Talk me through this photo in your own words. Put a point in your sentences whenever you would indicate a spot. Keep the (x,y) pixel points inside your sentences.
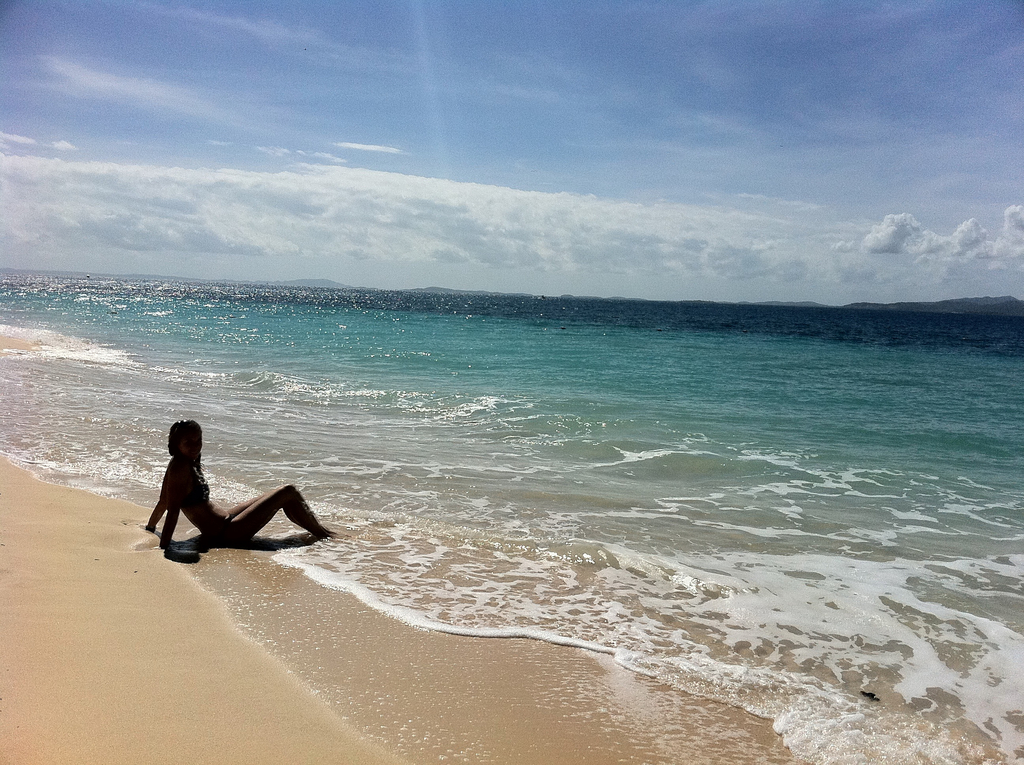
In the picture I can see a person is sitting on the ground (274,598). In the background (405,428) I can see the water (447,368) and the sky (482,253).
